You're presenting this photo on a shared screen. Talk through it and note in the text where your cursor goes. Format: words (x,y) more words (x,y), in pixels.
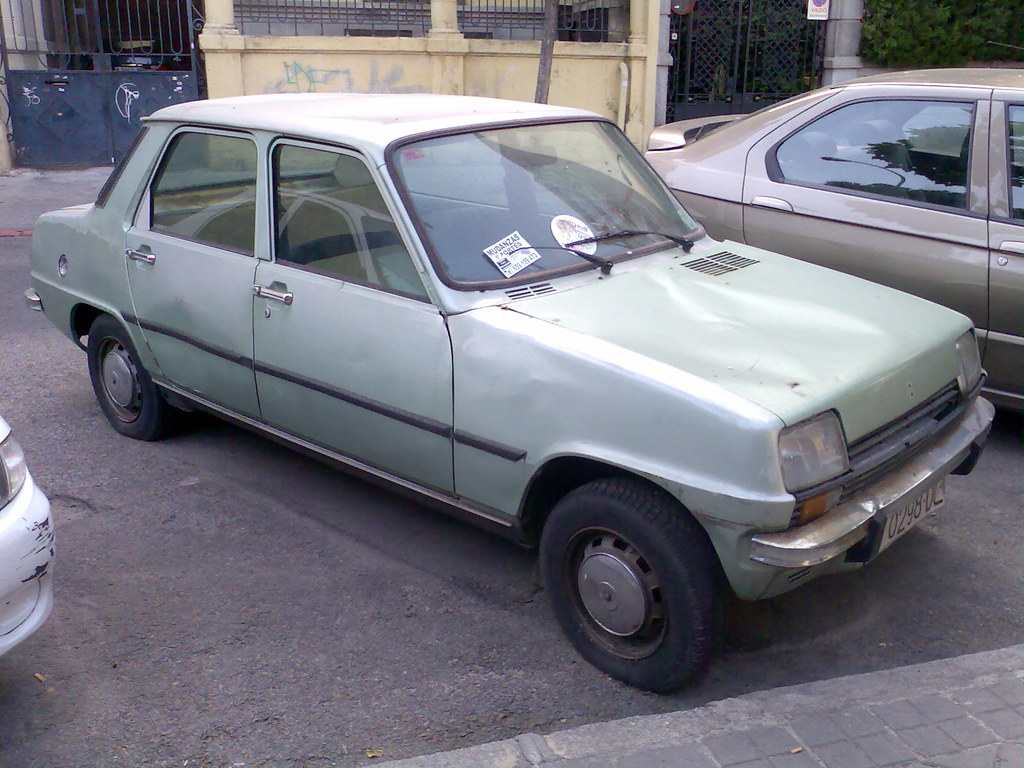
In this image I can see few vehicles (244,204) in different colors. Back I can see few buildings (476,5), gates (694,54), fencing (493,5) and green plants (940,25).
